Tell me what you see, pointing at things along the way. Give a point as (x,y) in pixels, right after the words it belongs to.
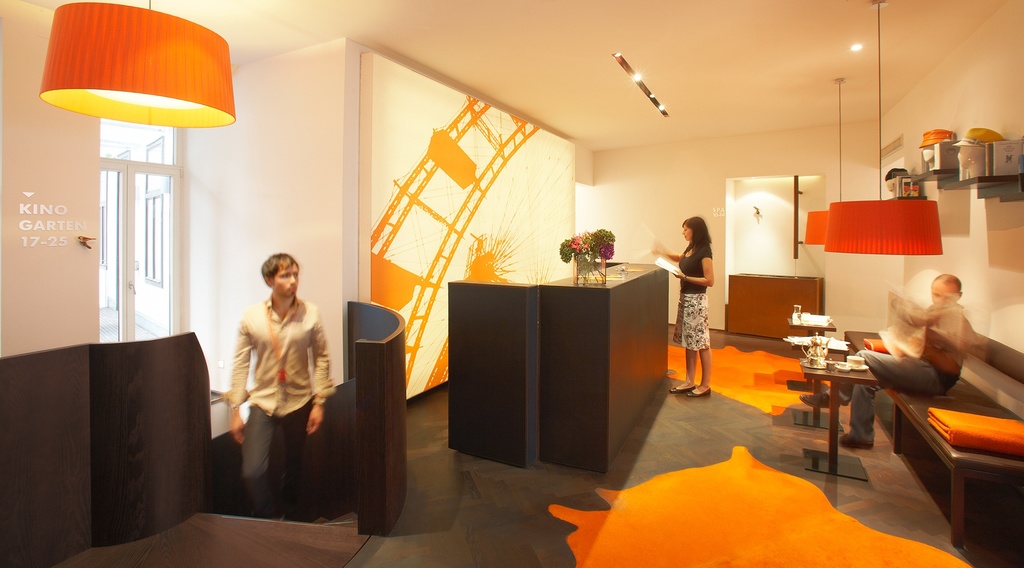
This person (703,228) standing and holding paper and this person (859,407) sitting on the bench (927,405) and this person (307,381) walking. We can see wall (336,163), light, floor (776,426), table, on the table (848,372) we can see kettle (824,349), cup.
